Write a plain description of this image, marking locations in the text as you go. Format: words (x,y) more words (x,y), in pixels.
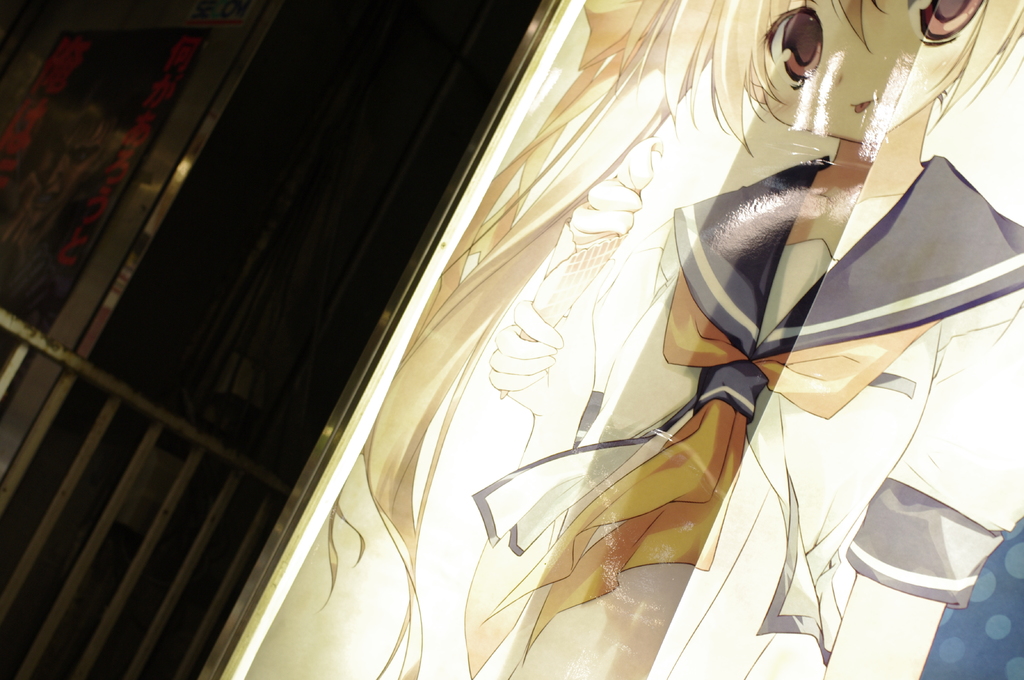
There is one cartoon image (668,389) is present on the right side of this image (784,347) and there is a fence (232,461) and a door (147,230) is present on the left side of this image (145,234).
